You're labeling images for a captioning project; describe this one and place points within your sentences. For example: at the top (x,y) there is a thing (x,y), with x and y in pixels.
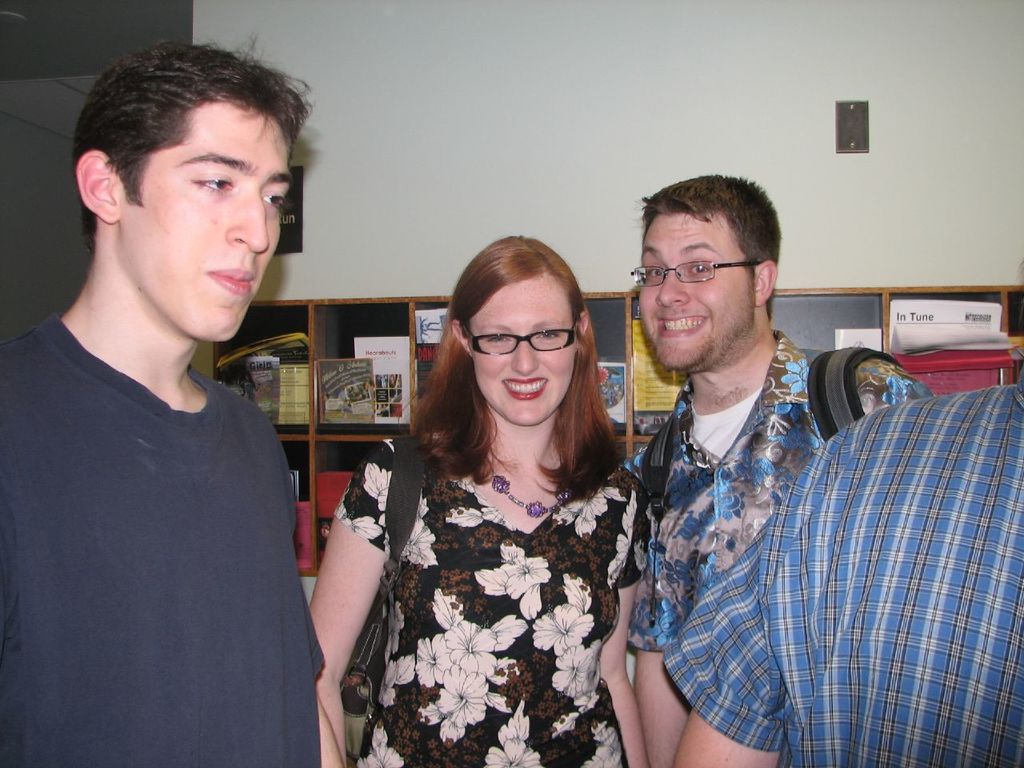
This image is taken indoors. In the background (569,93) there is a wall (587,101). There is a cupboard (349,318) with a few shelves (348,340) and there are many things (364,378) on the shelves (394,328). In the middle of the image (504,406) there is a woman (504,503) and a man (676,534) with smiling faces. On the left side of the image (212,456) there is a man (281,751). On the right side of the image (840,624) there is a person (918,510).
